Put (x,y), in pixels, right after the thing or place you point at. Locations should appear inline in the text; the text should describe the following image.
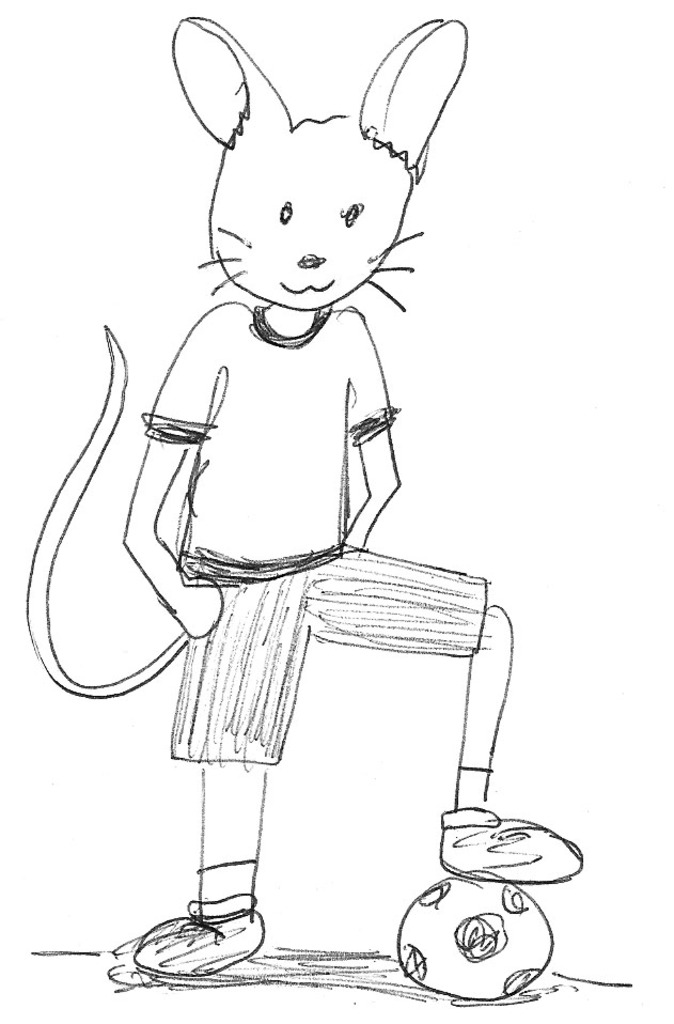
In the picture I can see an art (252,629) of mouse face (350,251) and here I can see the ball (451,973).
